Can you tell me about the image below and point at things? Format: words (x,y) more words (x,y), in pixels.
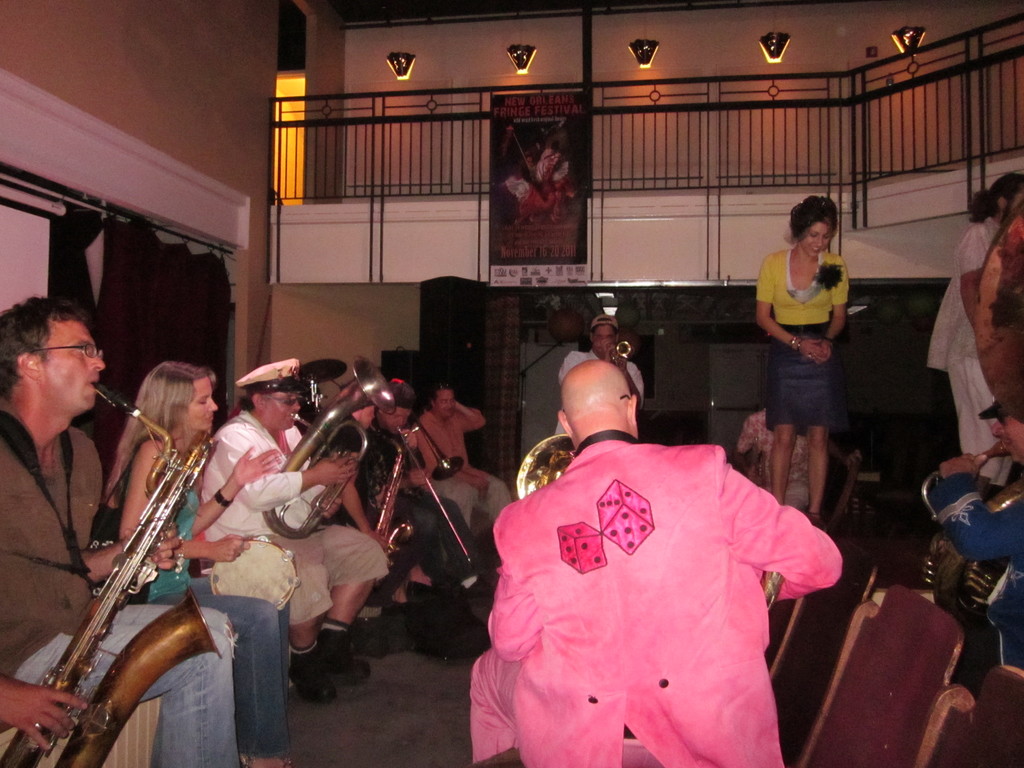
This image consists of many people (410,507) playing musical instruments (392,500). To the right (805,349), there are women (963,353) standing near the chairs (921,605). At the bottom (360,698), there is floor (379,695). It is clicked in a building (700,163). To the left (167,269), there is a curtain (128,295).
